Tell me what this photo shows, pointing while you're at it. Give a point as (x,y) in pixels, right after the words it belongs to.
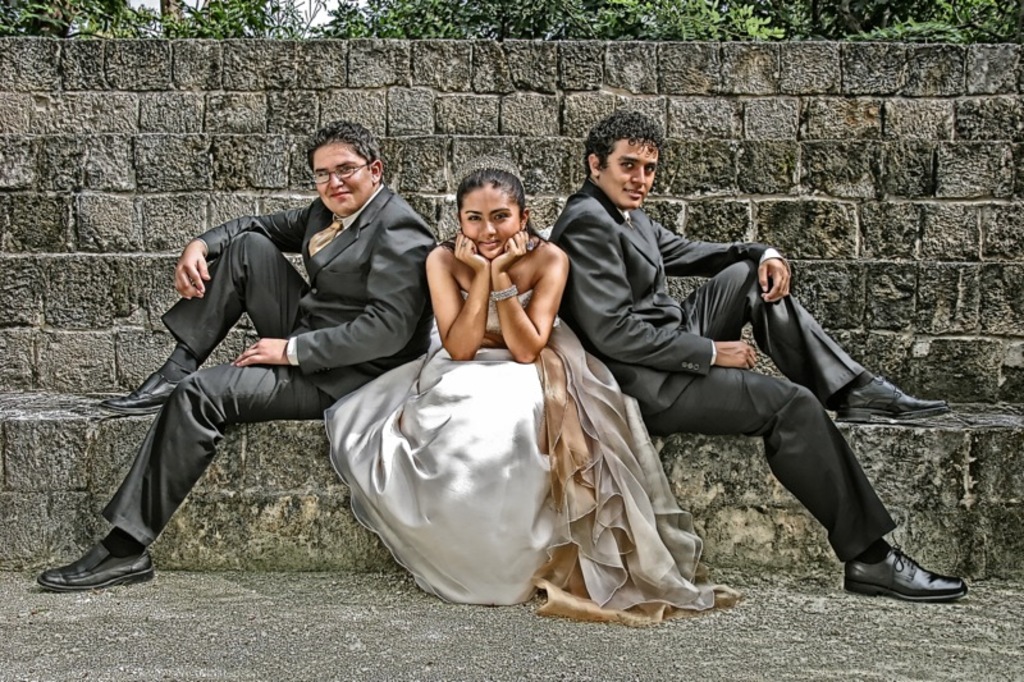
In the picture I can see two men (323,370) wearing black color blazers (600,336) and shoes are sitting on the steps (731,492) and they are on the either side of the image. Here we can see a woman (511,426) wearing a white color dress (511,426) is also sitting in the middle (437,391). In the background (441,136), we can see the stone wall (157,69) and trees (782,8).
